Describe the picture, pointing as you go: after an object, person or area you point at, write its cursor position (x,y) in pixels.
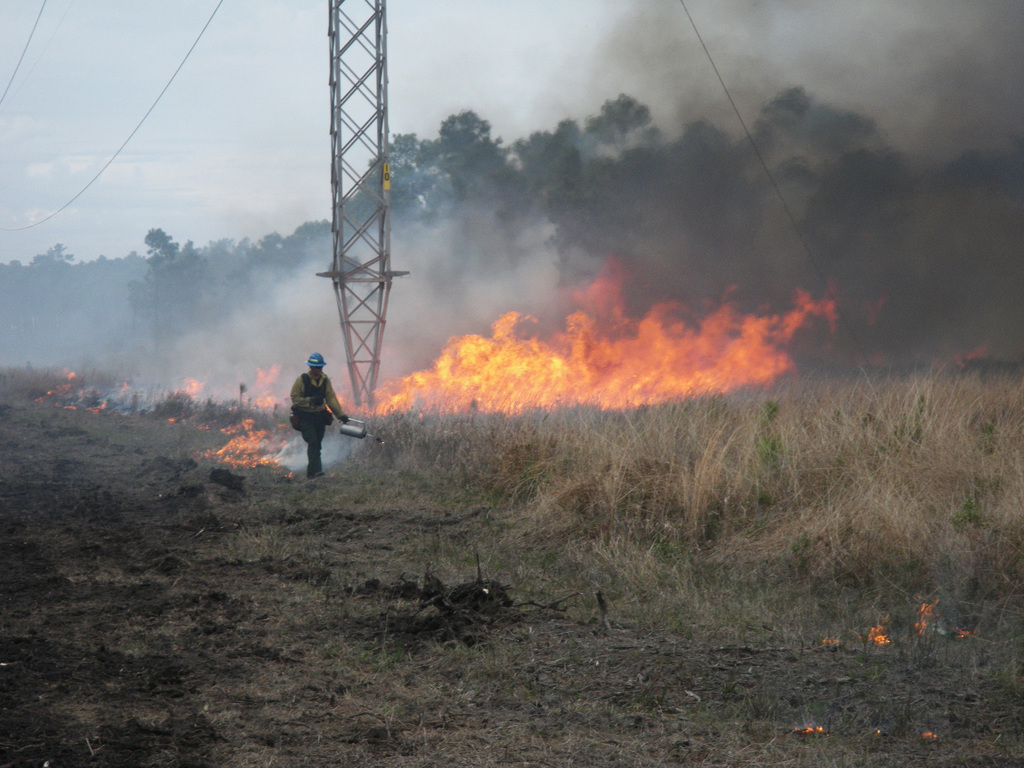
In this picture we can see a person (292,417) standing here, at the bottom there is grass (616,433), we can see fire (615,362) here, in the background (607,184) there are some trees (554,168), we can see a tower (350,364) and smoke (681,244) here, there is the sky (124,95) at the top of the picture (159,89).
